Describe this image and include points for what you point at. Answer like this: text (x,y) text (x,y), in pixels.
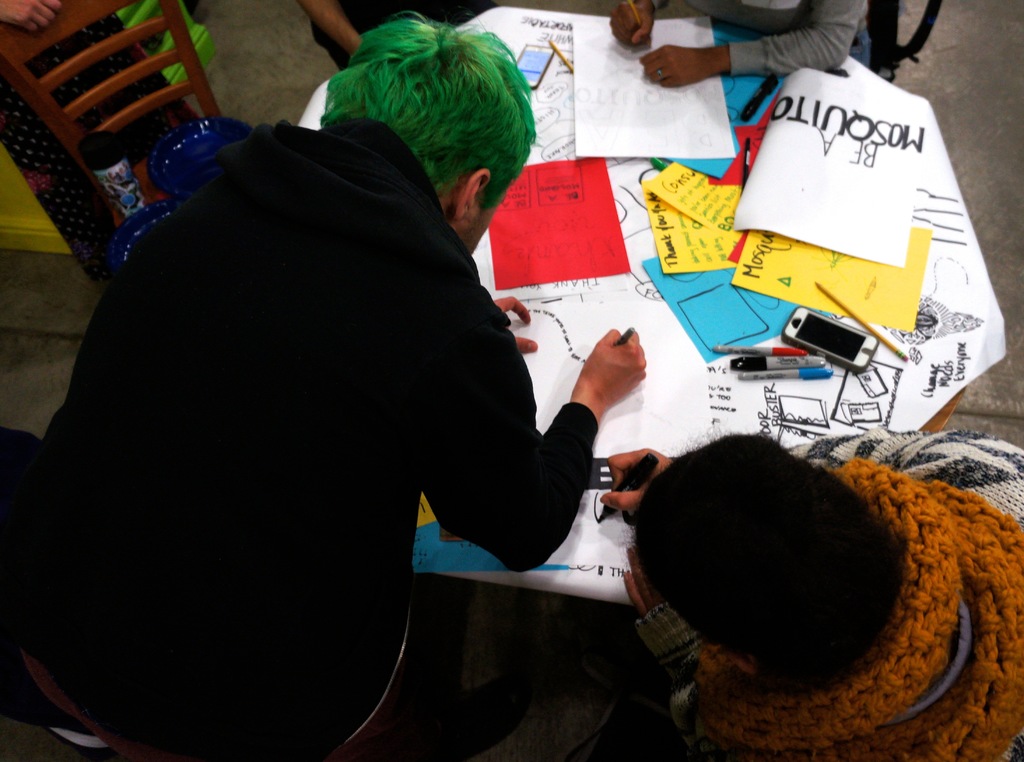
In the middle of the image (657,429) there is a table (544,240) on the table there are some papers (884,329) and pens (779,348) and there is a mobile phone (846,332). Surrounding the table (804,312) few people (352,51) are sitting and writing. Bottom left side of the image (207,627) a person (478,107) is standing and writing.
